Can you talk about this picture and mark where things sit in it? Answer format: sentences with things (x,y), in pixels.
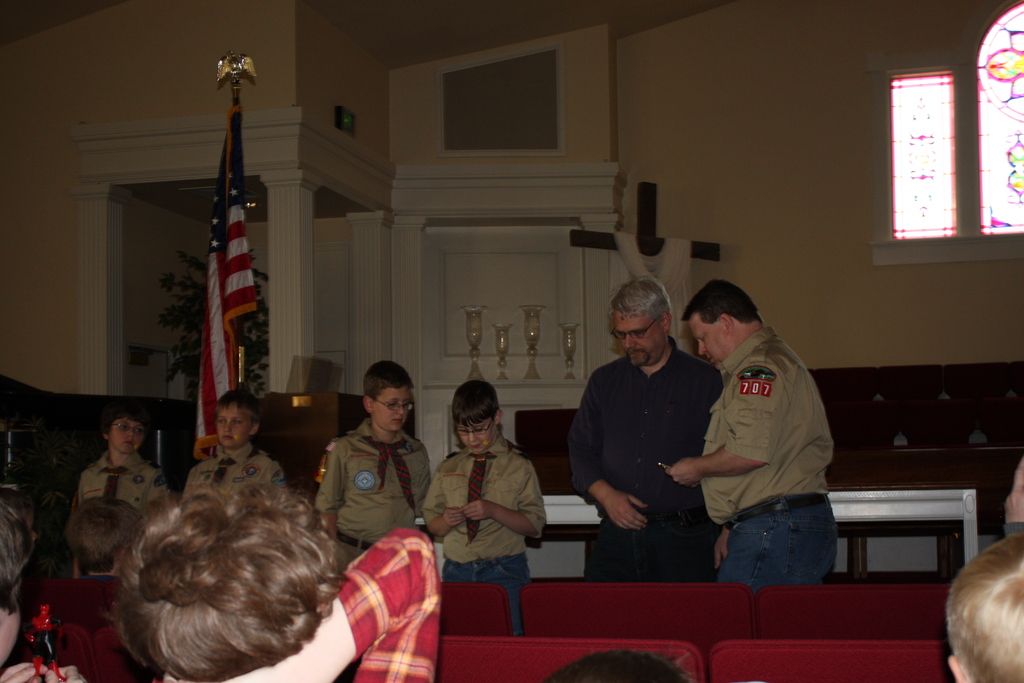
In this picture we can see a person (12,574) holding a toy (37,669) in hand (18,672) on the left side (56,668). There are chairs (528,609) from left to right. We can see a few kids (357,450) and two men (759,389) standing on the right side (733,526). There is a flag (208,346). We can see a cross (581,246) and a white cloth (685,267) on it. There are a few glasses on the shelf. We can see an object (340,113) on the wall (380,119). There are some wooden objects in the background (932,522).
